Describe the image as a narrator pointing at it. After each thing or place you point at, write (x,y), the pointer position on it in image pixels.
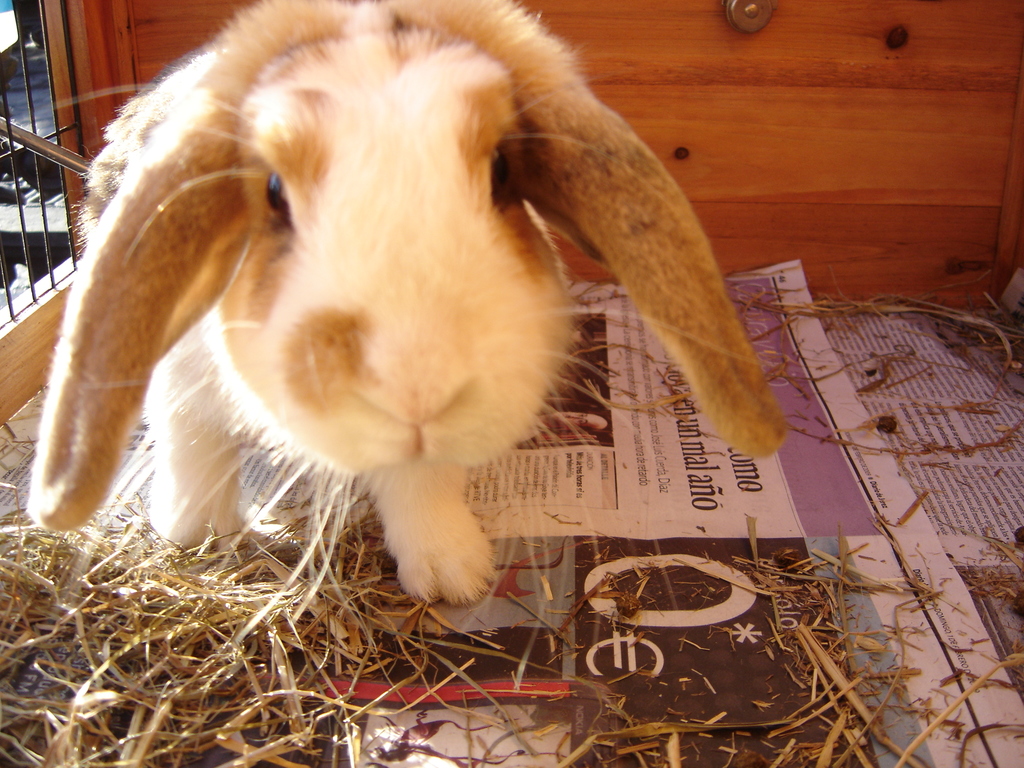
In this picture we can see a rabbit (371,322), here we can see newspapers (824,573), dried grass (818,591) and in the background (773,206) we can see a wooden wall (786,233) and some objects (39,204).
